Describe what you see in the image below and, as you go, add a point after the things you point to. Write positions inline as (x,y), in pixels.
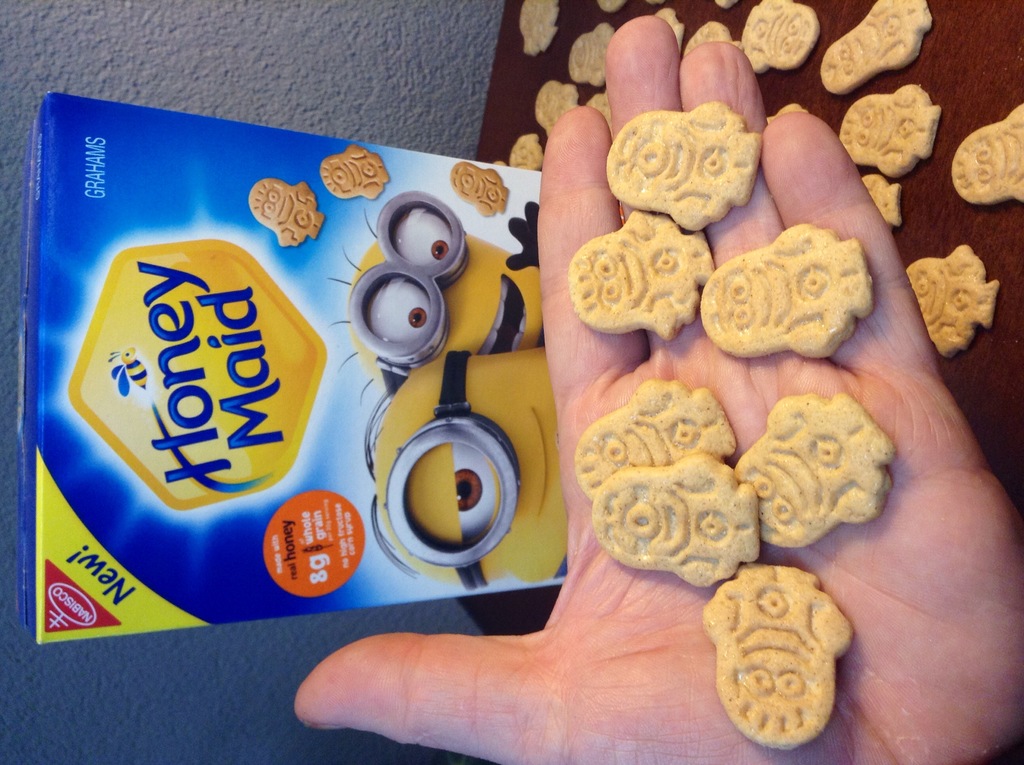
In this picture I can see biscuits (703,462) on the hand (650,362) of a person (701,334), there is a box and there are some biscuits (1018,126) on the table (508,78), and in the background (68,39) there is a wall (32,118).
